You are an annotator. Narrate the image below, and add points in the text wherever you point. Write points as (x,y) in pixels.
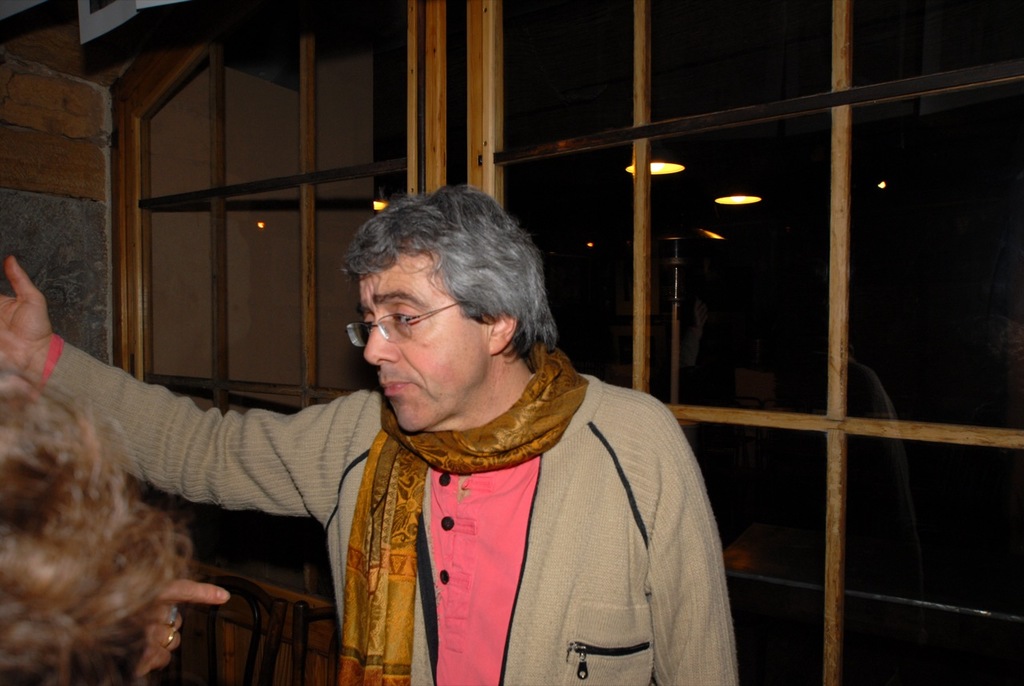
There is one person (426,490) standing in the middle of this image (520,449) and there is a door (654,142) in the background (471,119).
